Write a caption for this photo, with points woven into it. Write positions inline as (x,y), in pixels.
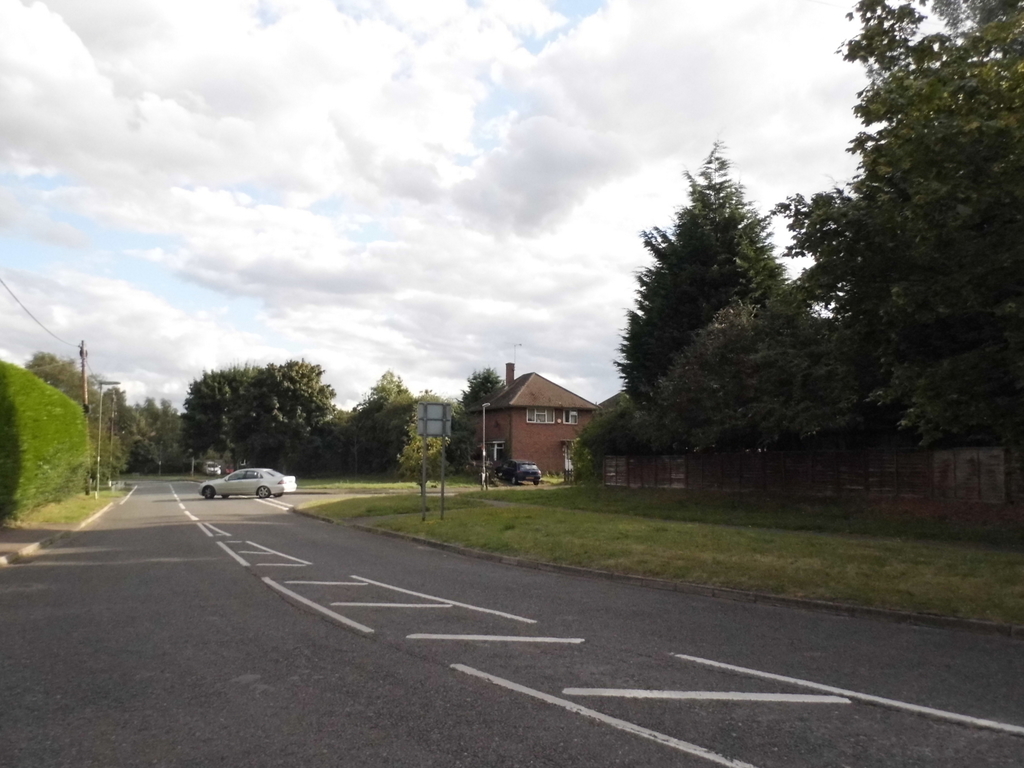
In the center of the image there is a road (392,539) on which there is a car (246,492). In the background of the image (513,365) there is a house (533,401). There are trees (219,389). At the top of the image (248,14) there is cloud (179,148) and sky (226,274). There is grass (756,543).
